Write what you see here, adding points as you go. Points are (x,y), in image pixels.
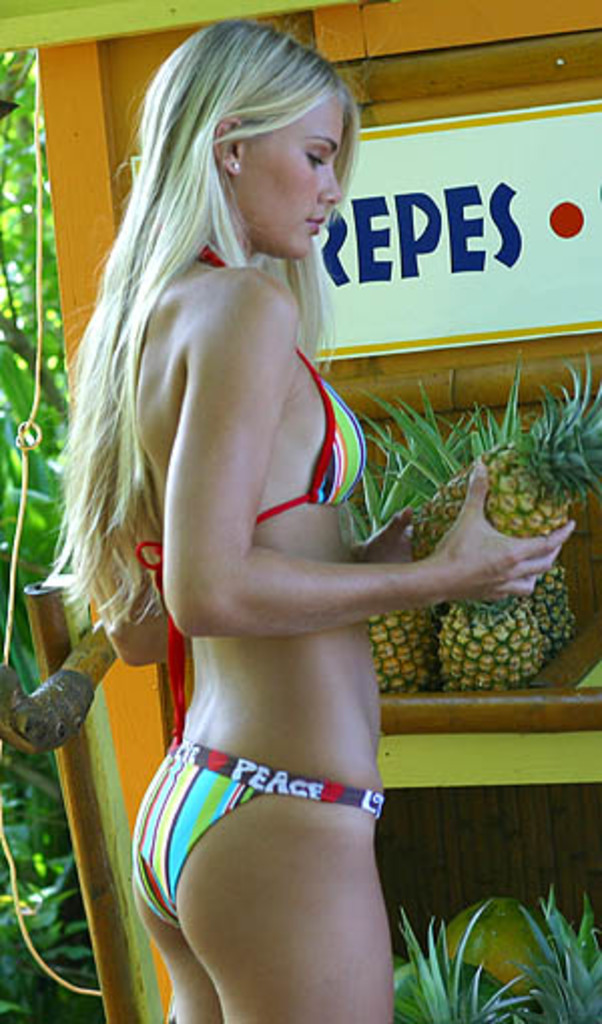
In the center of the image (210,629) a lady (311,577) is standing and holding pineapple (521,516). In the background of the image (545,643) we can see shelves (578,632), board (505,313), pineapples (521,596) and some fruits (517,927). On the left side of the image (63,903) we can see wire (26,466), trees (13,648) and some objects (69,695).
